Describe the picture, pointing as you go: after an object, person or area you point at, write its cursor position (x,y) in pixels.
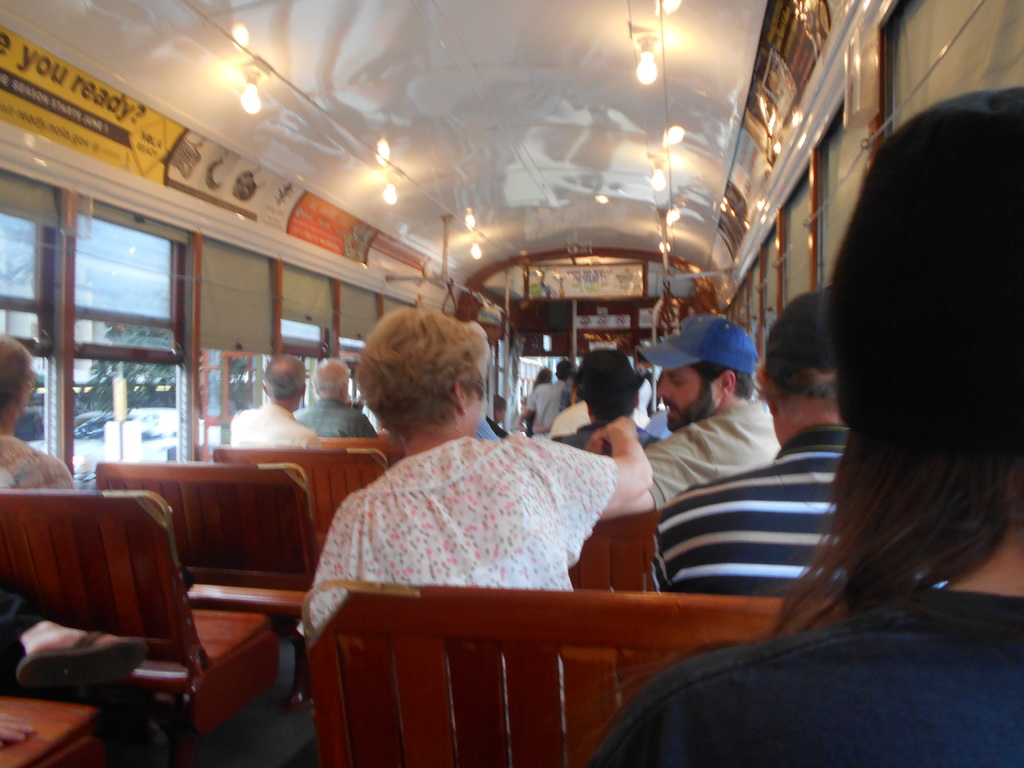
In this image I can see the interior (308,265) of the vehicle (361,210) in which I can see few lights (390,193) to the ceiling (347,111), few benches (340,666) which are brown in color and number of persons (658,579) sitting on benches (228,470). I can see few windows (114,389) through them I can see few trees (131,370), a vehicle (145,440) and a building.
